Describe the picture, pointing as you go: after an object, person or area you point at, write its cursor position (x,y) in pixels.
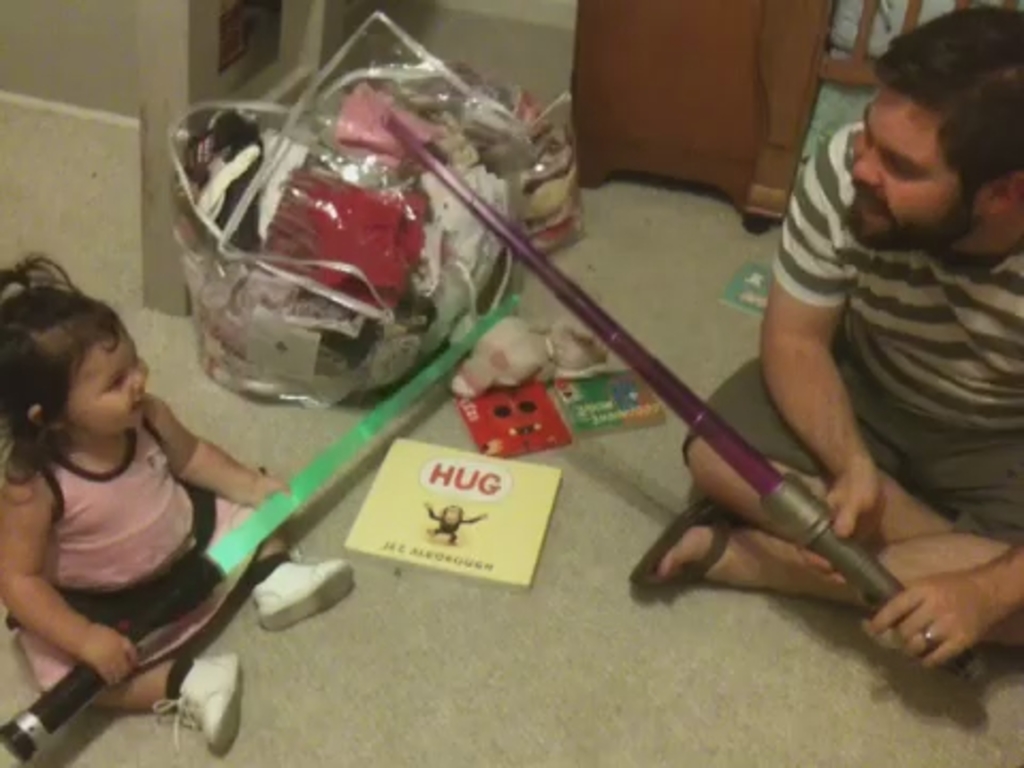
In this picture we can see a man (806,192) and a kid (119,550), they are holding an object's (548,276), beside them we can find baggage (439,257), books (398,534) and a toy (487,352).
